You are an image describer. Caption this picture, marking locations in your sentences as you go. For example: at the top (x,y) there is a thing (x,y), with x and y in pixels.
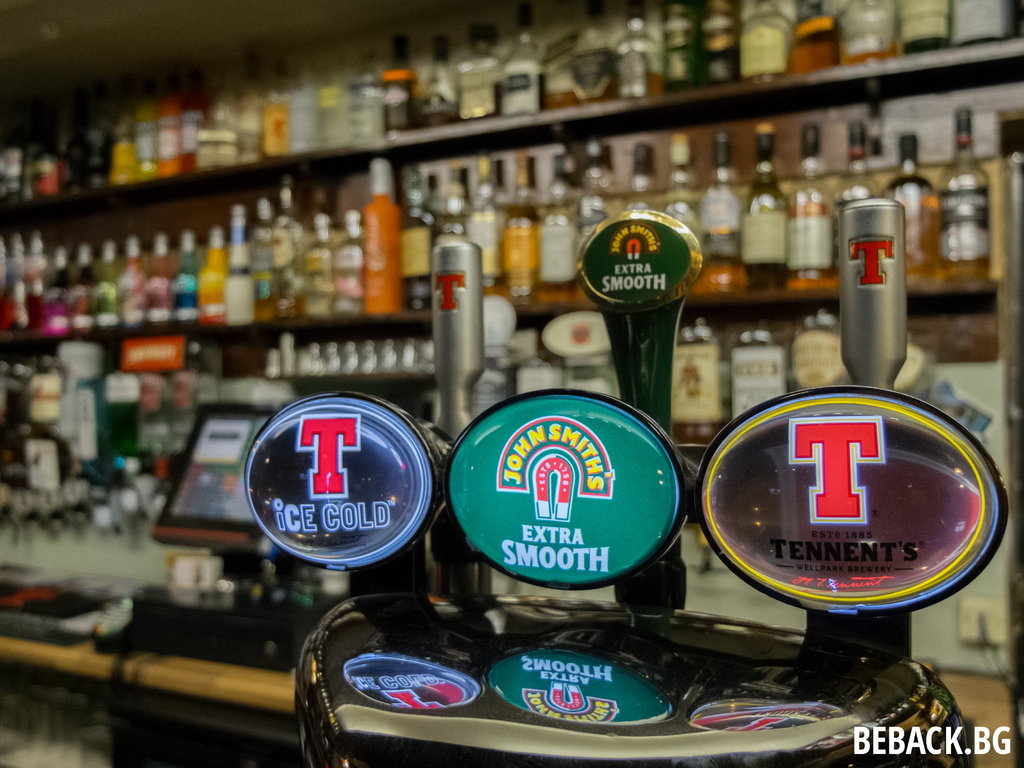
In this image we can see a monitor (203,528), table (216,663), and few objects (636,487). At the bottom of the image (296,536) we can see something is written on it. In the background (392,374) we can see bottles (392,307) on the racks (85,218).
